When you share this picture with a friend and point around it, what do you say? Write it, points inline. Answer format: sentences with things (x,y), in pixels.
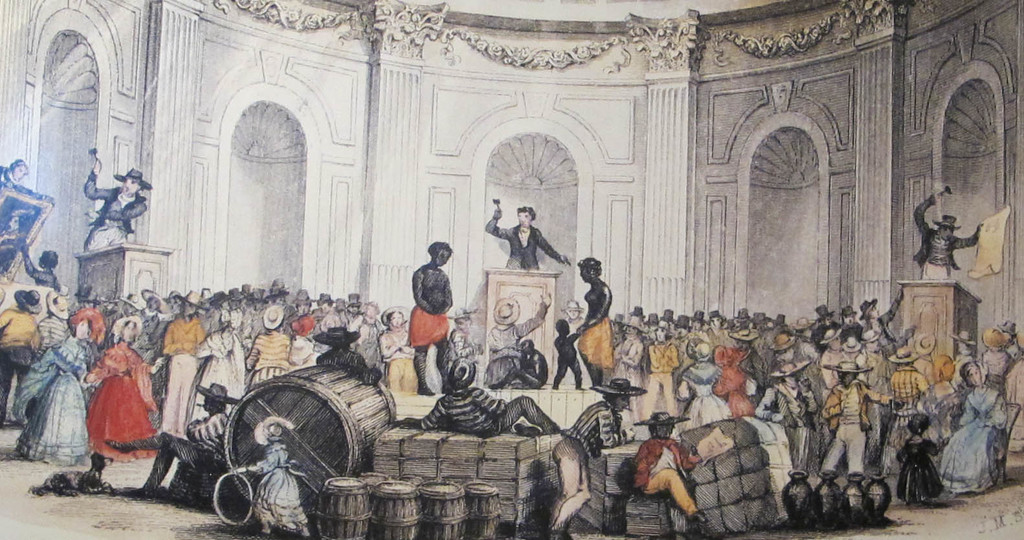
In this picture there is a drawing photography. In the front (56,346) there are many men (454,407) and women (203,376) standing in the hall (454,273). In the middle (533,284) there is a white stone (507,276) on the top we can see a man (531,244) standing and giving a speech. Behind there is a white color arch wall (319,193).
